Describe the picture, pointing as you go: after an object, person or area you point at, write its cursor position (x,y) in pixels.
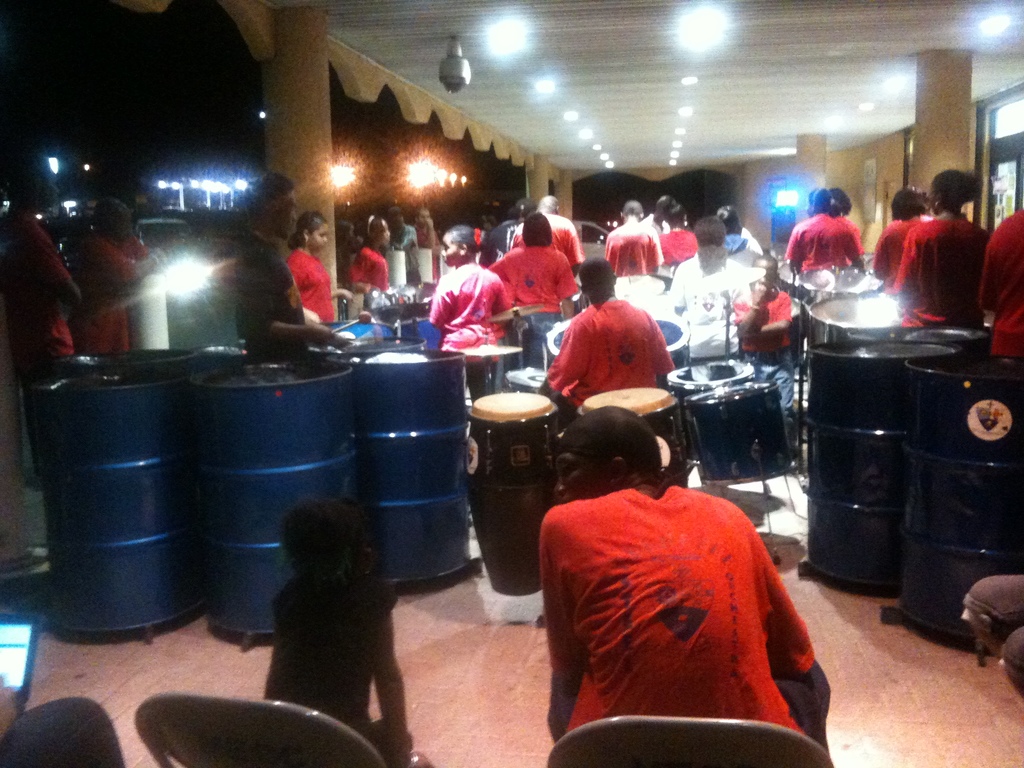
In this image i can see a person (631,582) wearing a red t shirt (621,596) and a kid (370,647) sitting on the chairs (324,750). In the background (419,416) i can see few metal barrels (353,429) and few persons (608,348) standing in front of the musical instruments (538,379), and i can see few lights (210,182), the dark sky (175,163) and the ceiling (576,31) in the background (546,109), To the left bottom of the image (96,745) i can see a person (81,714) holding a laptop (15,672).
